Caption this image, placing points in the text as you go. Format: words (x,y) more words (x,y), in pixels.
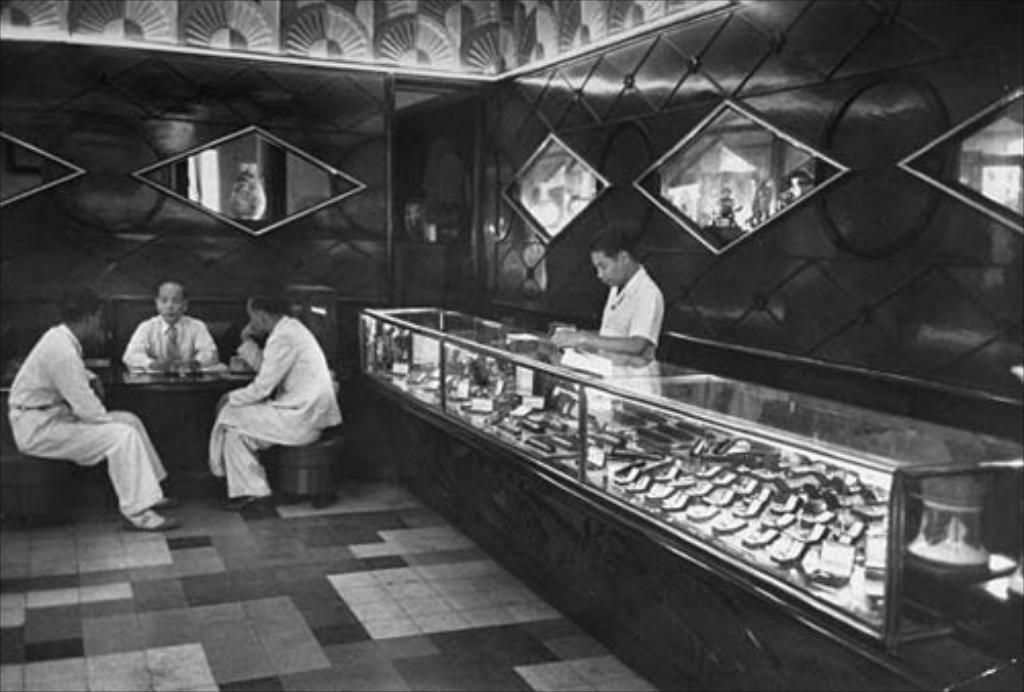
This picture describes about inside view of a room (357,442), in this we can see four men (284,340), three are sitting on the chairs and a man (633,263) is standing, it is a black and white photography.
